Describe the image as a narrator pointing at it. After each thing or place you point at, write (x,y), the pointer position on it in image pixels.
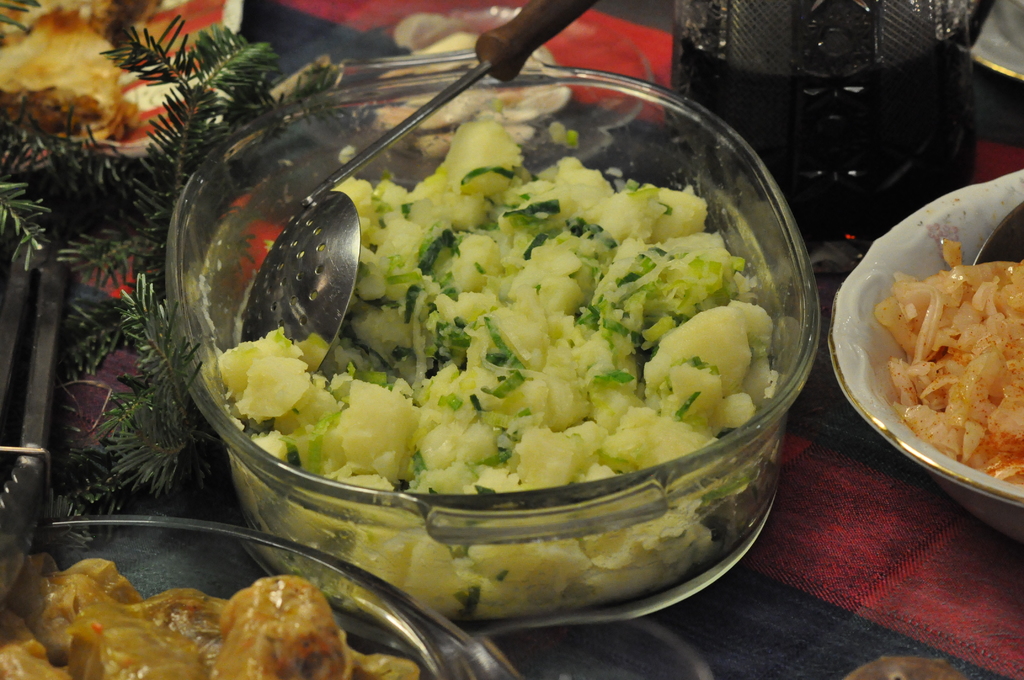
In this picture we can see bowls (959,502), food items (711,382), spoon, some objects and these all are placed on a platform (875,527).
